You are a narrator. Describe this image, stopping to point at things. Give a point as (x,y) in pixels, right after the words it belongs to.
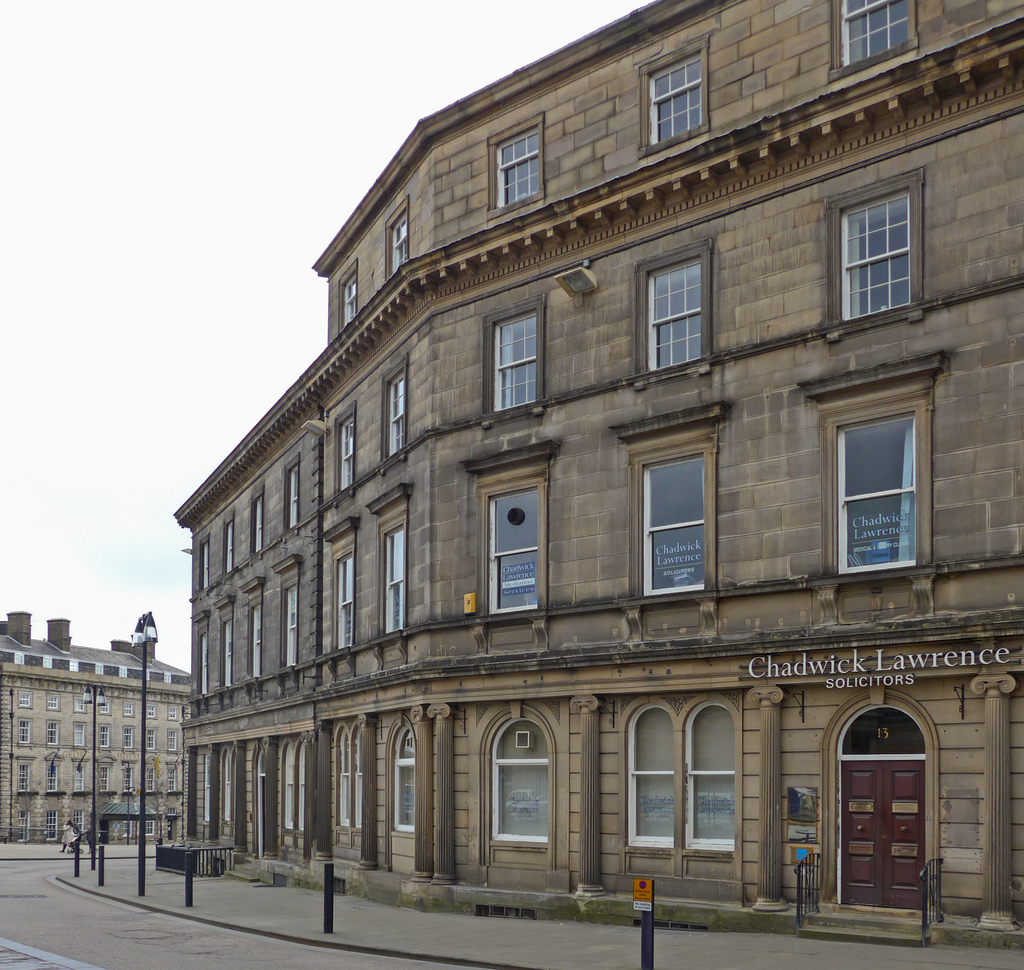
In this image we can see two buildings (308,603). On the buildings (506,648) we can see few windows (402,591). On the right side (903,534) we can see text (880,661) on few windows (695,538) and building (912,775). We can see a door (889,795) on the right side of the image (913,778). In front of the building (225,812) we can see few poles (191,883) with lights (144,633), persons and barriers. At the top (222,49) we can see the sky (195,119).
